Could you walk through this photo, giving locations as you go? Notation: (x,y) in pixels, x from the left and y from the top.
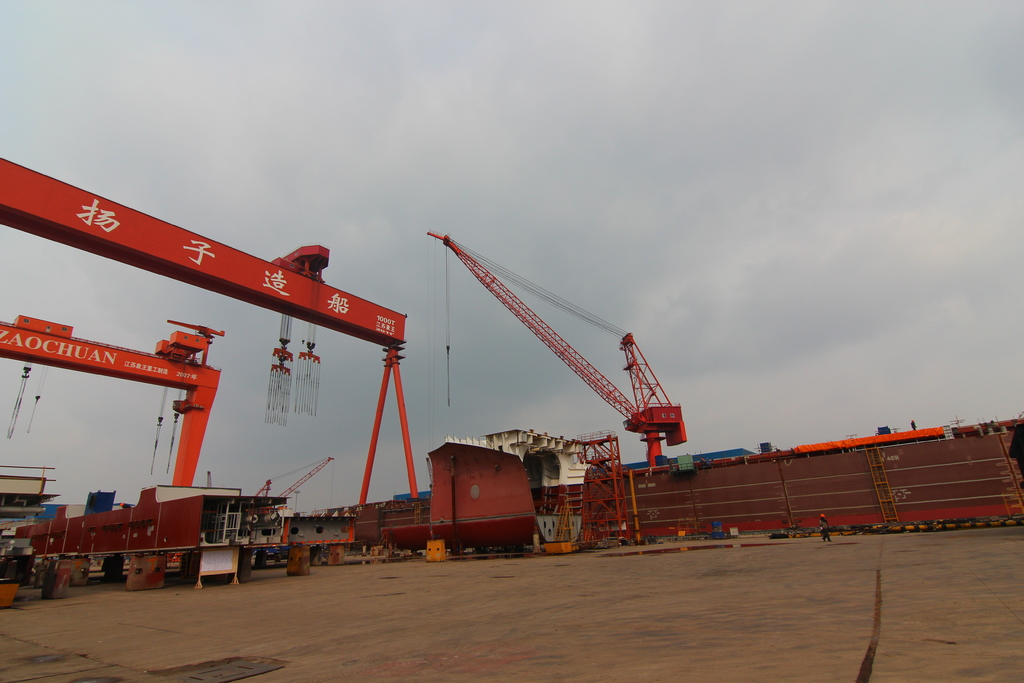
This is an outside view. Here I can see few metal boxes (133,534) and some cranes (270,268) on the ground (436,602). At the top of the image (640,166) I can see the sky (516,99).
